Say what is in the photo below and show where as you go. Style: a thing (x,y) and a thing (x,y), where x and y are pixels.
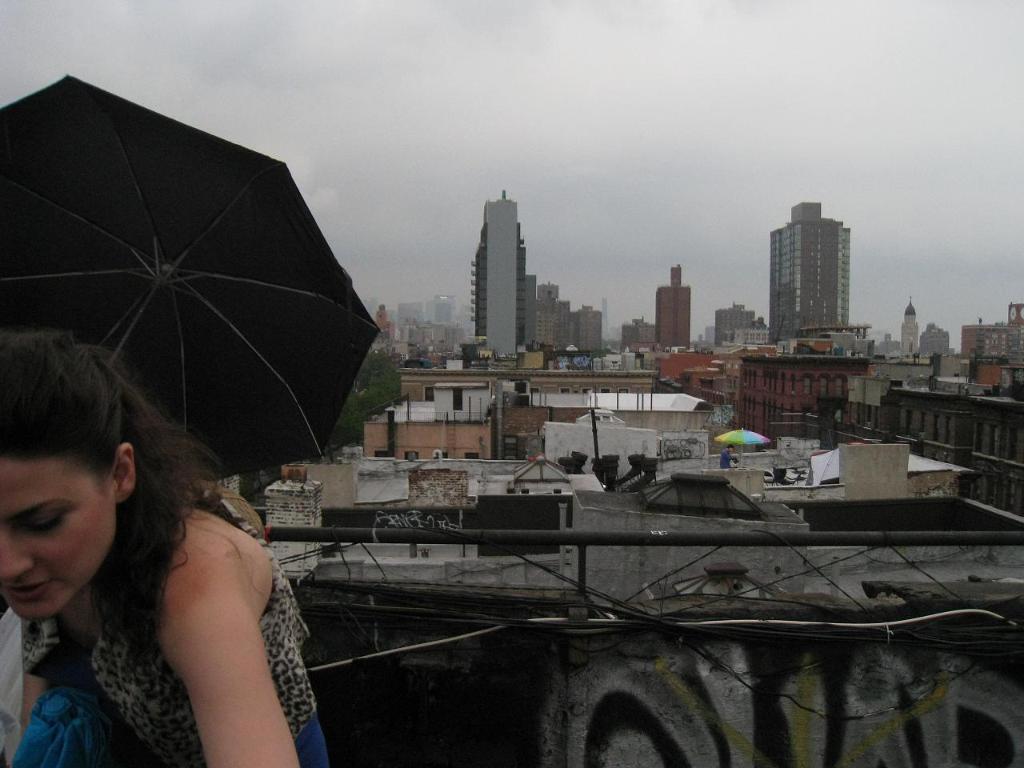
In the image there is a woman (261,655) standing on the left side (144,546) on a rooftop (380,685) and behind there are many buildings (603,409) and homes (793,369) and above its sky (529,154).
